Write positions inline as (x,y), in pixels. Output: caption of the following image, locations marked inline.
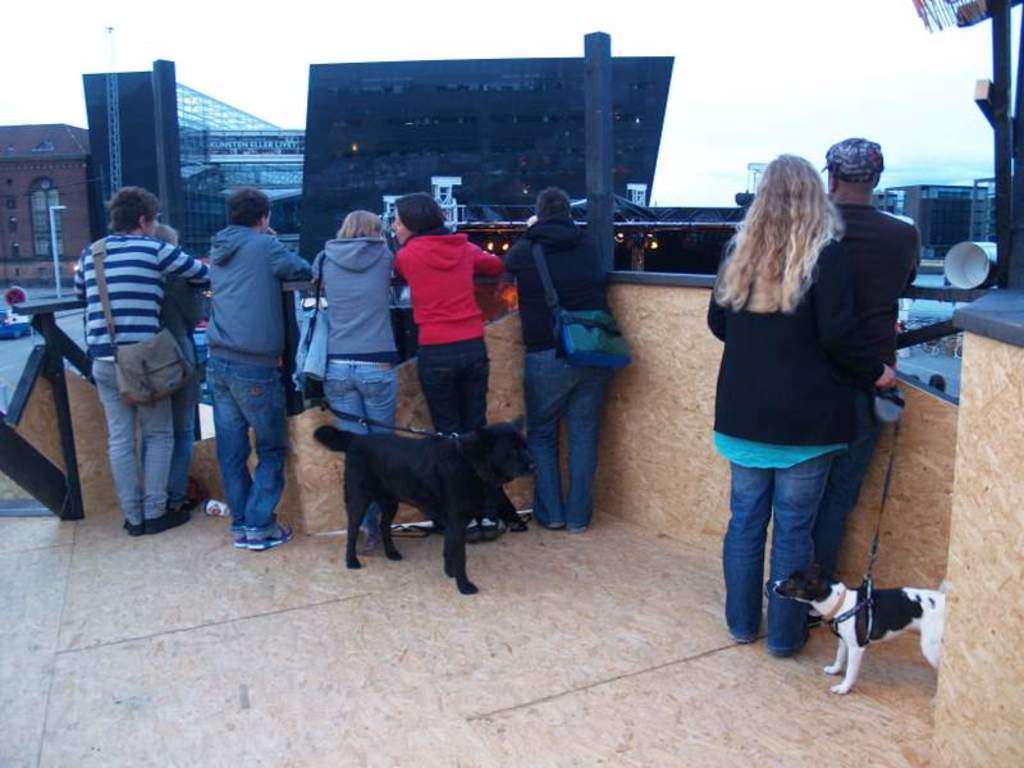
In this picture we can see some people (575,297) are standing and holding the belt (429,434) to control the dogs (878,595) there are two dogs (896,600). they all are looking to the opposite building (501,122).
